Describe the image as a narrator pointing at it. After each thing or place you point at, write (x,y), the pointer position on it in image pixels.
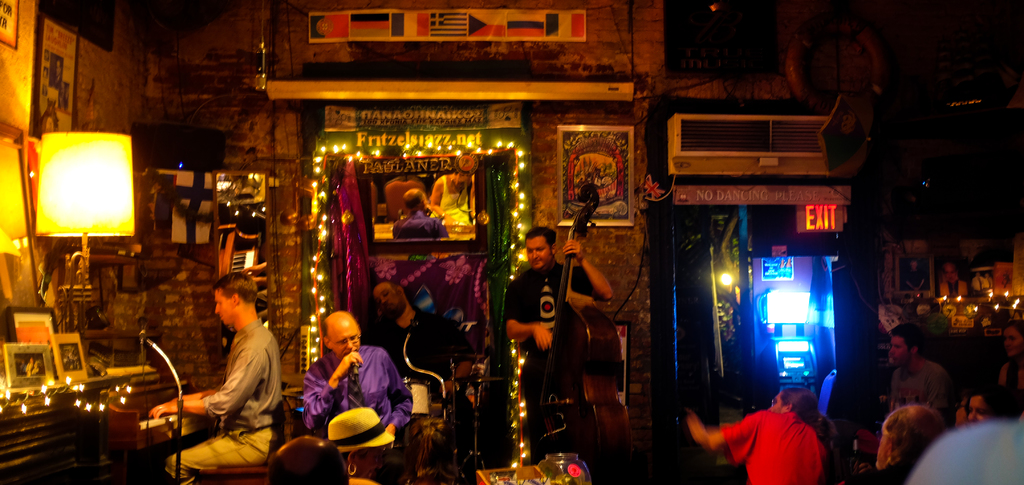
In this picture we can see some people (940,432) are sitting, a man (254,389) on the left side (254,389) is playing a piano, a man (552,316) in the middle (545,323) is standing and playing a musical instrument (578,348), on the left side (41,393) we can see some lights (115,389), photo frames (76,372), a wall (139,65) and a lamp (40,148), in the middle (456,238) we can see lights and a mirror (446,221), on the right side (831,215) there is an exit board (811,215), some lights (967,299) and photo frames (966,268), we can see an air conditioner (771,158) in the middle (671,162).
